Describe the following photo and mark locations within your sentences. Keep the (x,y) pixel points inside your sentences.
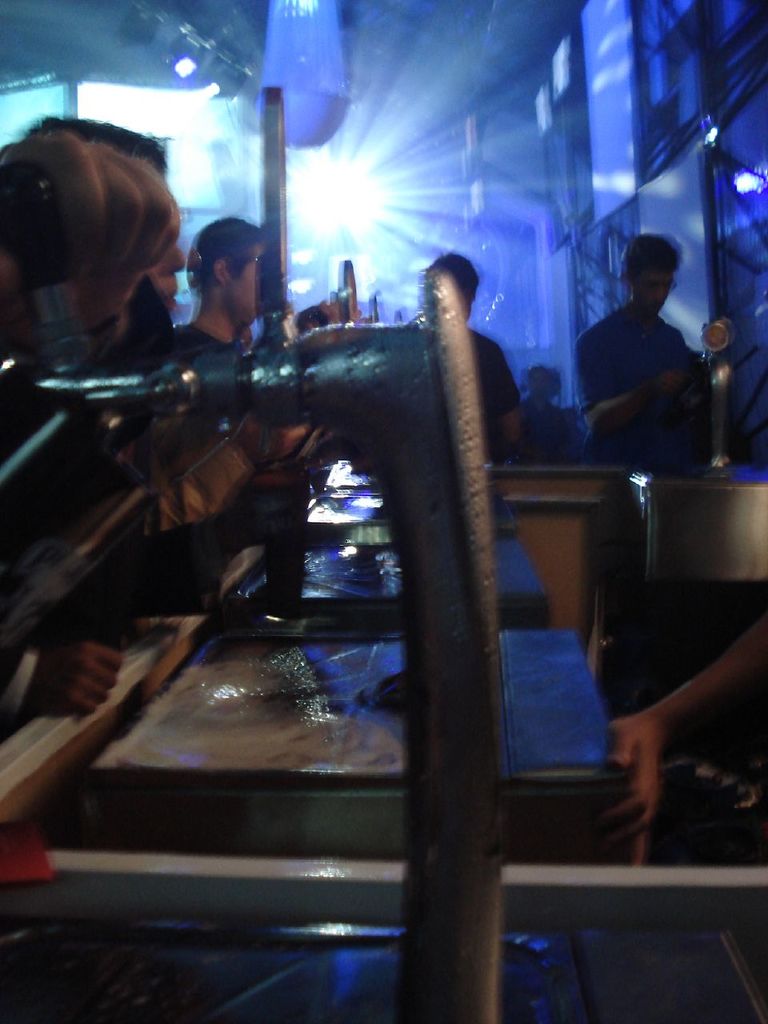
In this picture we can see people (259,254) standing in a place with blue lights (387,147) in the background (364,166).
